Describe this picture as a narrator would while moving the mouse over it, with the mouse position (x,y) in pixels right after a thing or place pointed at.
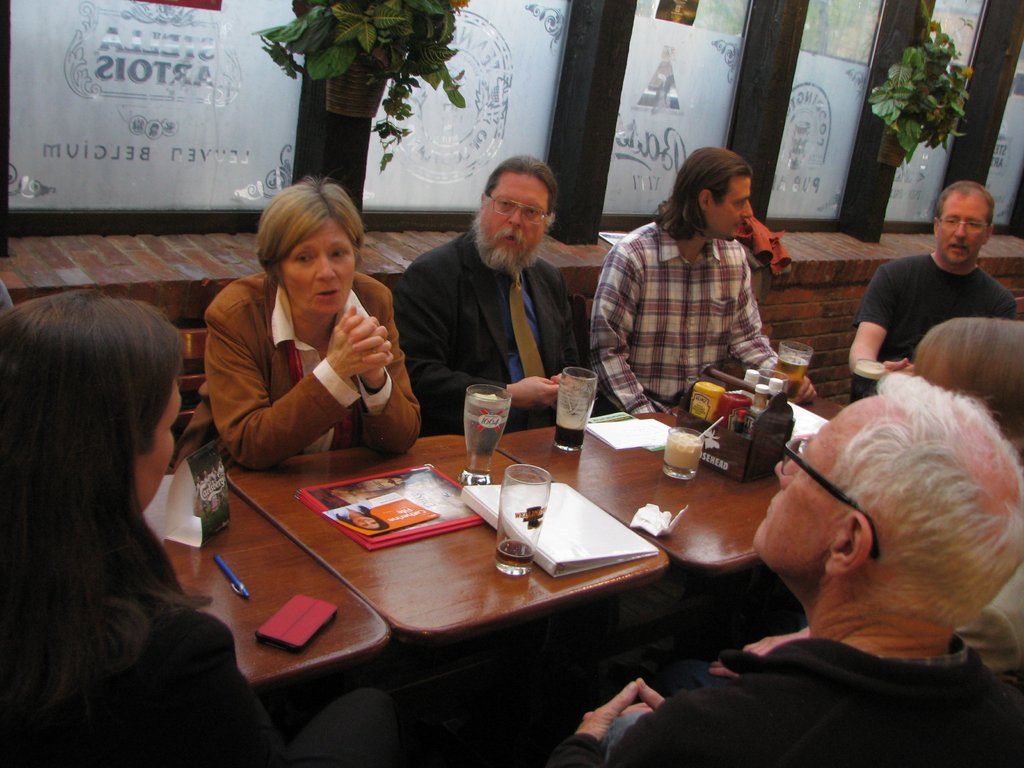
A group of people (460,256) are sitting around a table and talking among themselves.
